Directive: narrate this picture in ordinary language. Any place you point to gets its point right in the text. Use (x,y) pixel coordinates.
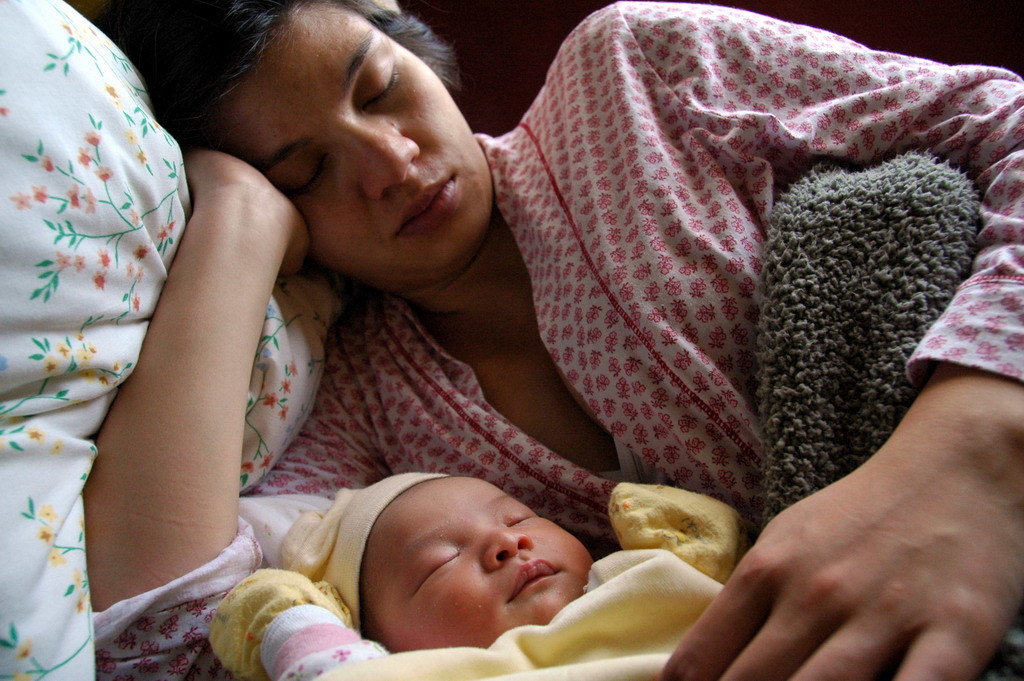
There is a lady (507,233) sleeping on a pillow (165,246) and having blanket (845,304) on her. Near to her there is a baby (418,559) wearing gloves (293,575) and cap (317,554) is sleeping.
